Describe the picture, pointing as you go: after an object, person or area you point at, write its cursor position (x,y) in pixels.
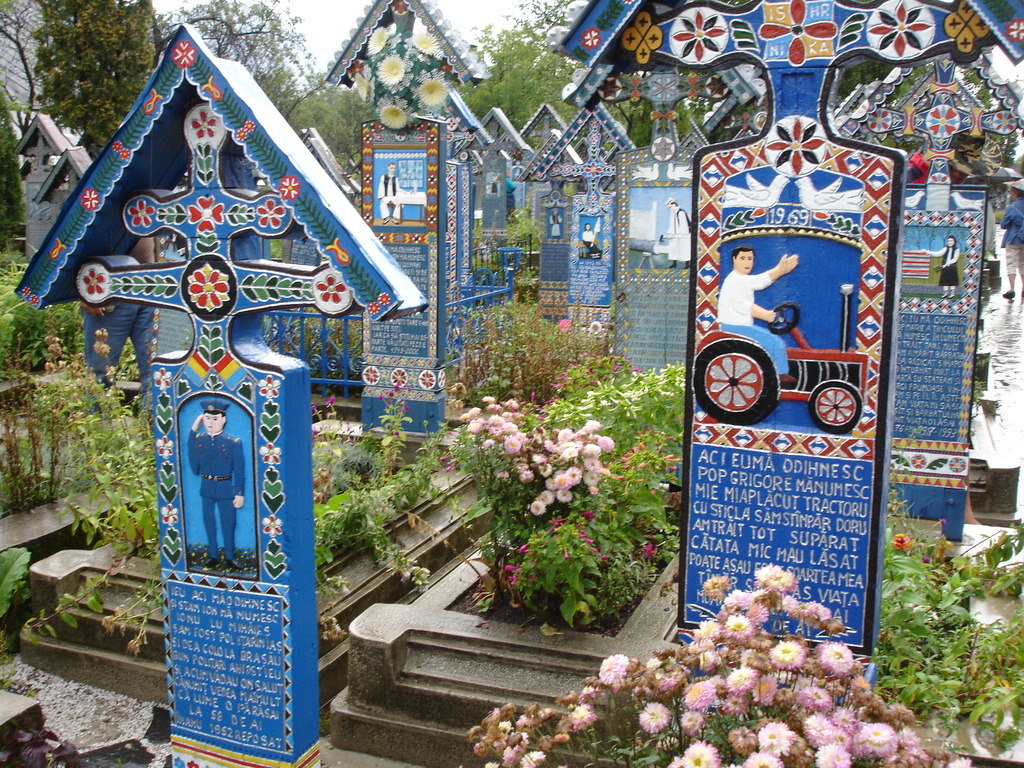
In this image, we can see cemeteries (958,113), few plants (345,449) and flowers (506,749). Top of the image (0,197), we can see trees (56,57), wall (3,72) and sky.
